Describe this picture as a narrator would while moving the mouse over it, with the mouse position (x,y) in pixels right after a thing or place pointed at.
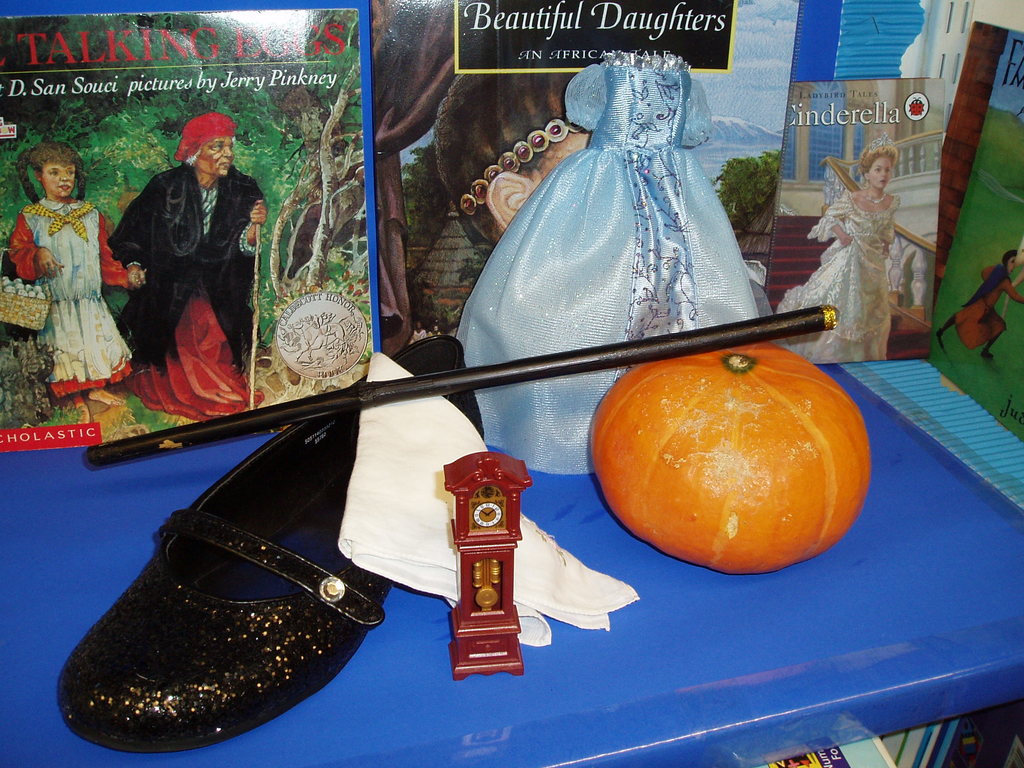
In this picture we can see a shoe (225,616), a toy (460,608), a pumpkin (670,471), a cloth (413,418) and a stick (430,383) in the front (438,399), there are some photographs (425,193) in the background (841,114), there is some text (695,18) and pictures (893,225) of persons (184,147) on these photographs (332,138).
